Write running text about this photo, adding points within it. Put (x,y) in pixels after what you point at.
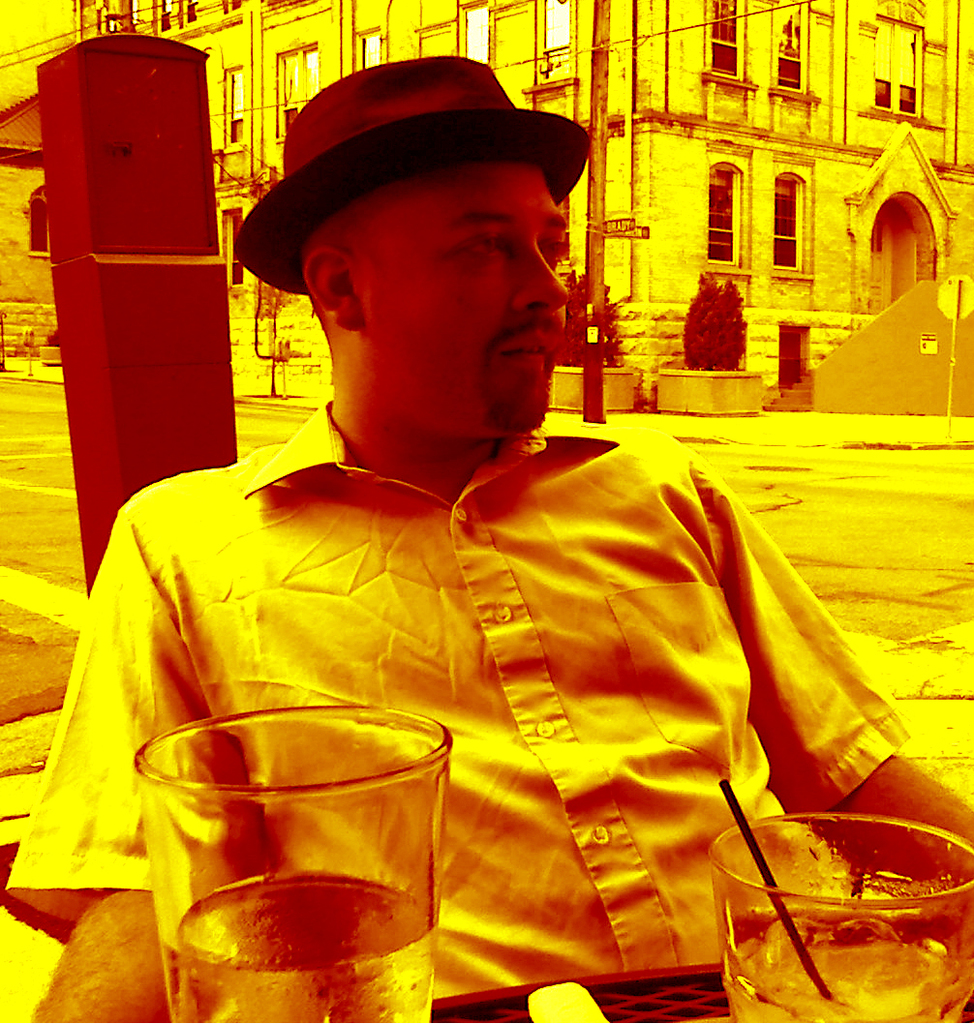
Here in this picture we can see a person (372,563) sitting on a chair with a table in front of him, having couple of glasses (836,919) on it over there and we can see he is wearing hat (477,145) on him, behind him we can see building (238,183) present and we can see poles (954,367) present here and there and we can see trees (699,330) present and we can see windows (566,0) on the building (848,122) over there.
